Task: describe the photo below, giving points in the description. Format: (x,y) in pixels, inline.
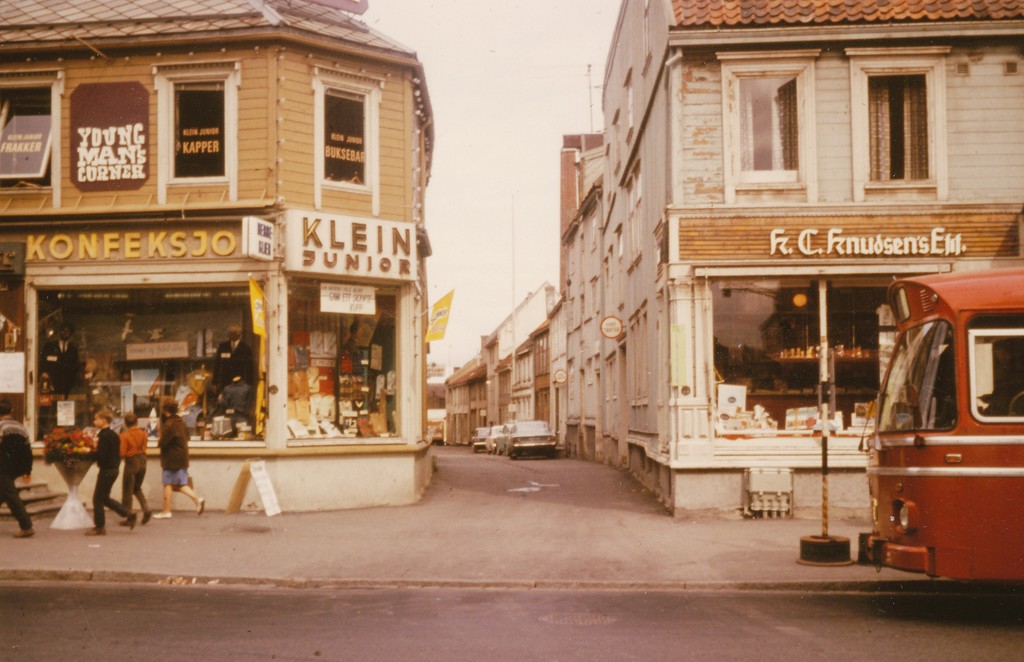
In this image we can see buildings (640,316), banners (444,321), boards (309,259), vehicles (950,278), people (98,482), flowers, poles (831,556), and road (257,627). In the background (469,291) there is sky (547,158).
